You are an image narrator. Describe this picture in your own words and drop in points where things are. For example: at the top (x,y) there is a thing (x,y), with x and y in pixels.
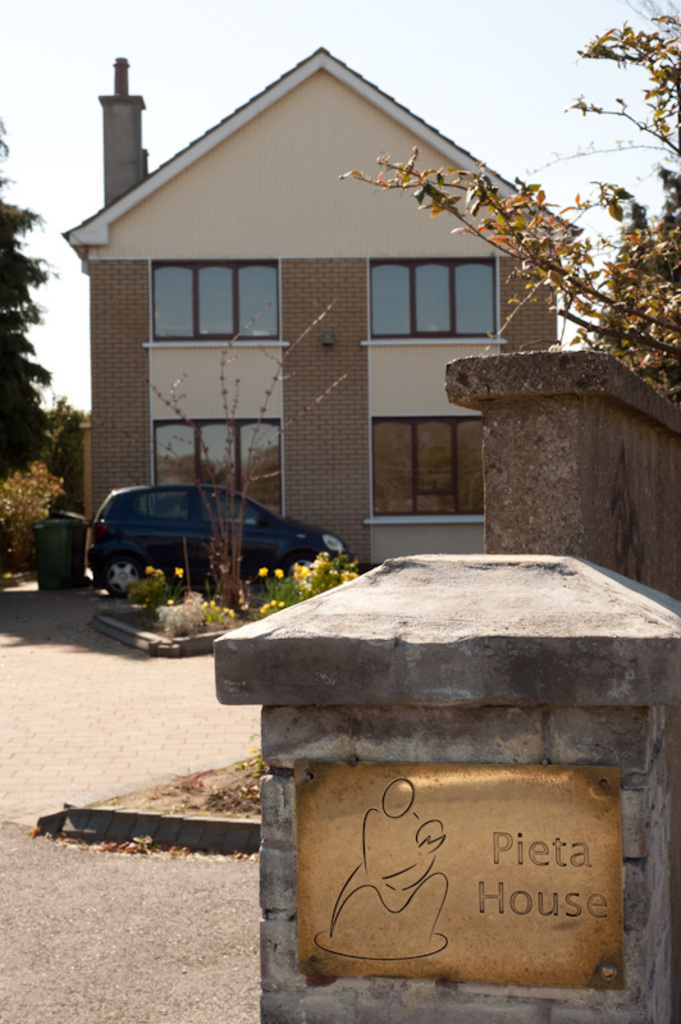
As we can see in the image there is a building (217,360), black color car (281,559) and at the top (185,54) there is sky (272,78). There are windows (240,322), plants (62,499), flowers (325,577) and trees (33,261).
